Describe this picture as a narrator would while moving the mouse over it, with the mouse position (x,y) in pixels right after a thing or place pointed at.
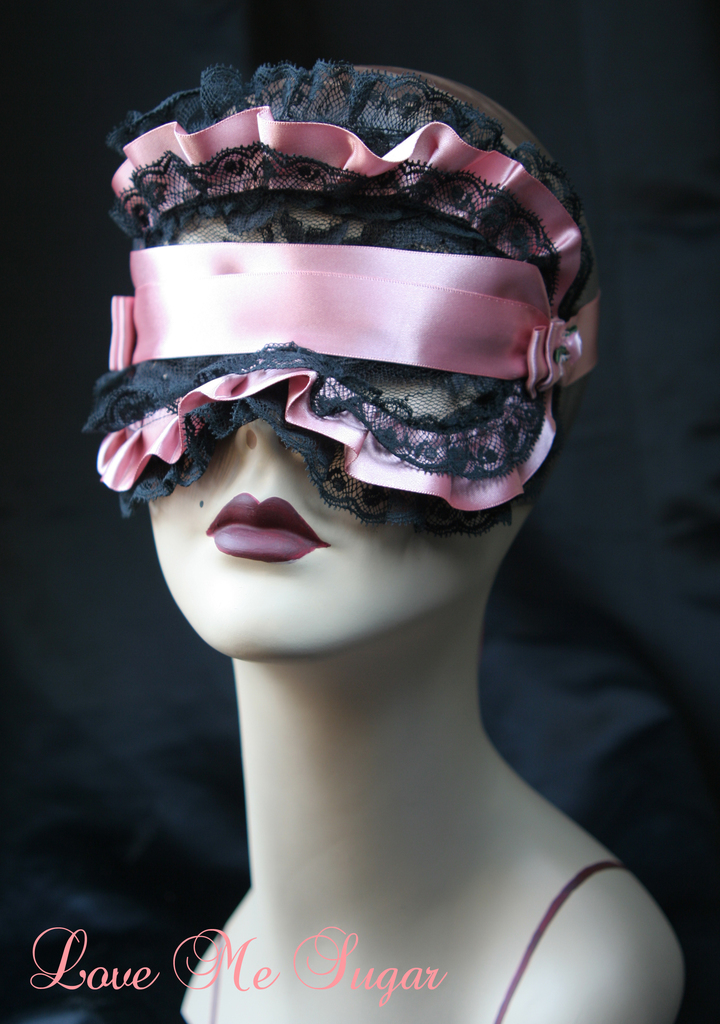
In the front of the image (330,335) we can see a mannequin (430,587) wearing a mask (243,388). The mask (415,214) is pink and black. In the background of the image (584,438) it is dark. At the bottom of the image (416,977) there is a watermark (242,989).
